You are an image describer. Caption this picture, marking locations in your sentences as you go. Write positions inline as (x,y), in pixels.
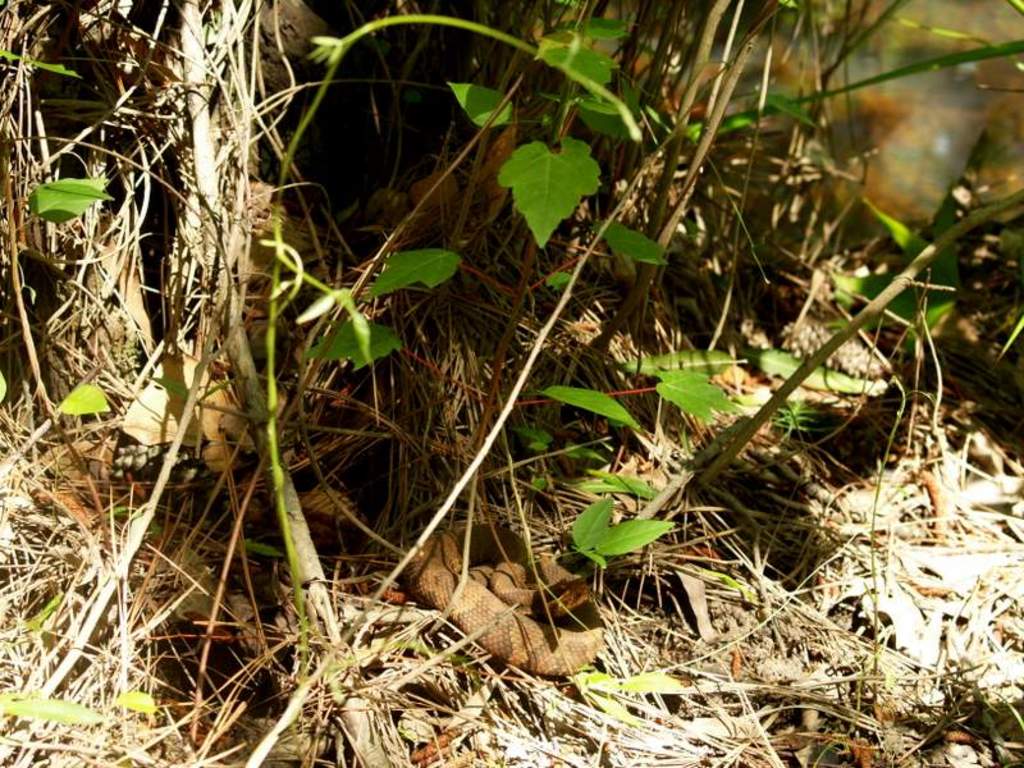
In the center of the image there is a snake (480,605) on the ground (394,600). In the background (162,361) there are plants (660,223) and trees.
